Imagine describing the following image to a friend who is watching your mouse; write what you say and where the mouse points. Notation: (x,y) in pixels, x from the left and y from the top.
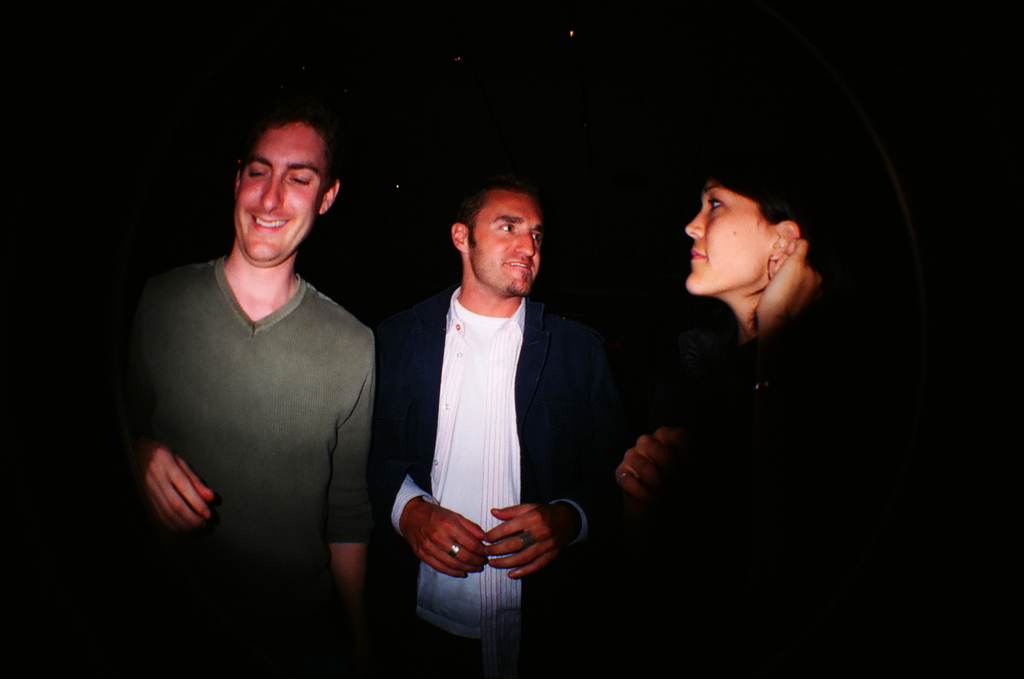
In the center of the image (353,344) we can see three persons (277,177) are standing. In the background (698,193), the image is dark.
